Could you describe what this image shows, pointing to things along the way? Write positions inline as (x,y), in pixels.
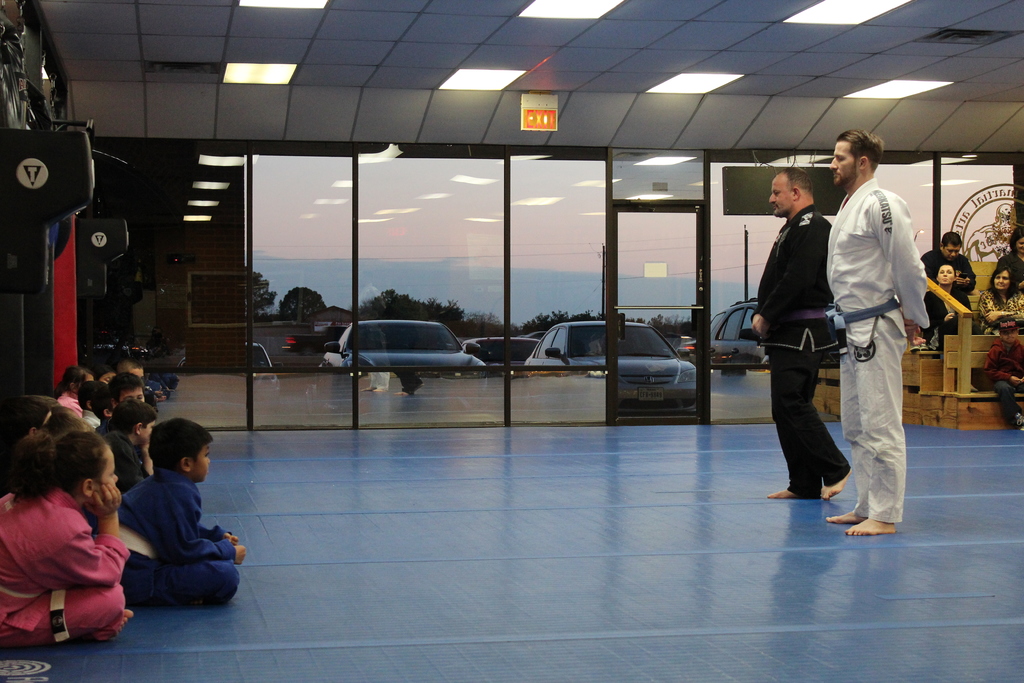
This image is taken from inside. On the left side of the image (106,507) there are few children's (101,491) sitting on the floor (487,532) and looking for the two persons (811,379), who are standing at the right side of the image (856,361), back of them there are a few people (1004,274) sitting on the wooden bench (966,340). At the top of the image (505,66) there is a ceiling (310,81). In the background (260,241) there is a glass door (696,358), from the glass door (630,328), we can see there are few cars (628,347) parked.
